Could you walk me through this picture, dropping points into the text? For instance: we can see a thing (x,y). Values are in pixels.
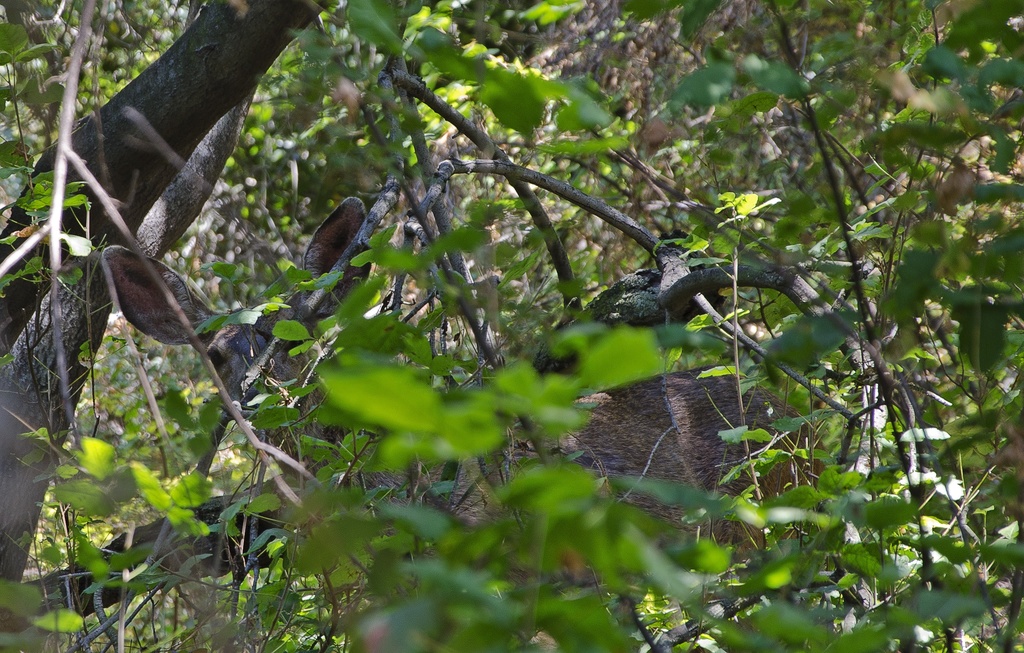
In the center of the image (348,274), we can see an animal (191,303) and in the background (260,298), there are trees (232,434).
